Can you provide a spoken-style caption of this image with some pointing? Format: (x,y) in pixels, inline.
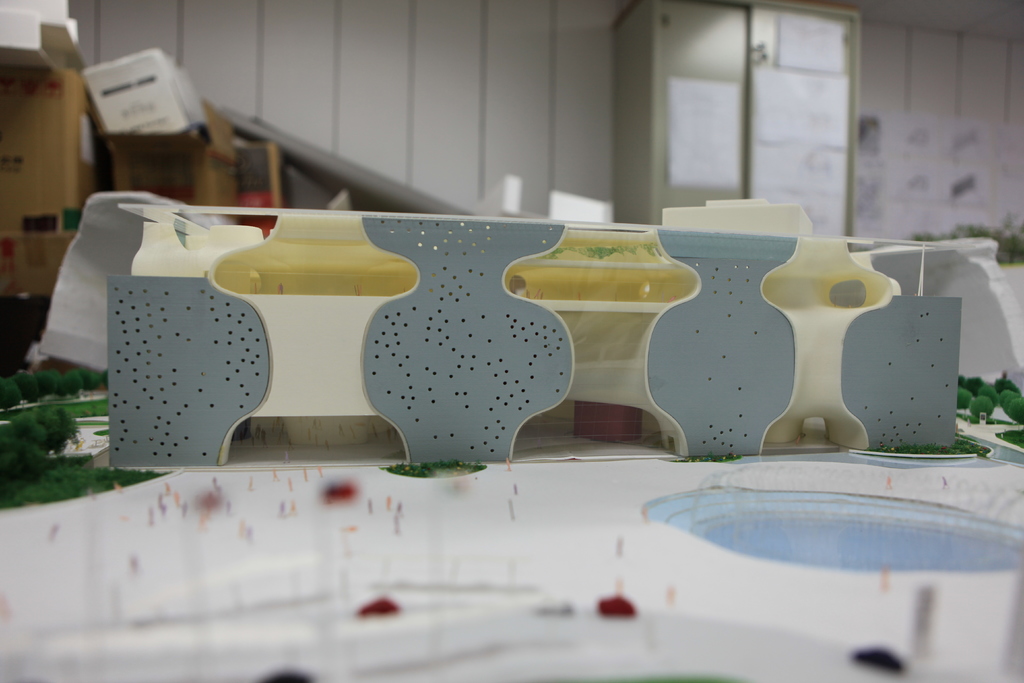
In this picture there is a model (612,427) of a flat (619,405) in the image, which includes swimming pool (850,499) and trees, there are cardboards (41,41) and cupboards (622,118) in the background area of the image (46,134).
